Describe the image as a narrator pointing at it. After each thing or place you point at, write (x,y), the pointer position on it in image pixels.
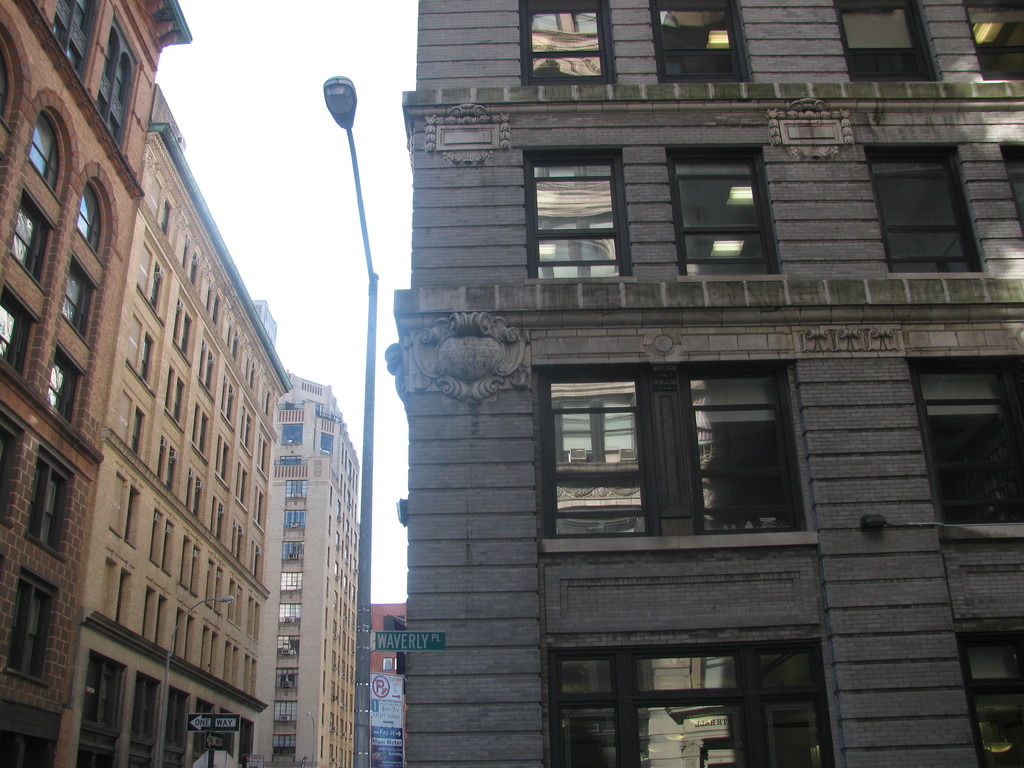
In this picture there is a building (630,501) with a glass windows (583,481). Beside there is a street pole (358,656) and on the left side (210,536) there are two brown color building (113,601) with many windows (72,289).
